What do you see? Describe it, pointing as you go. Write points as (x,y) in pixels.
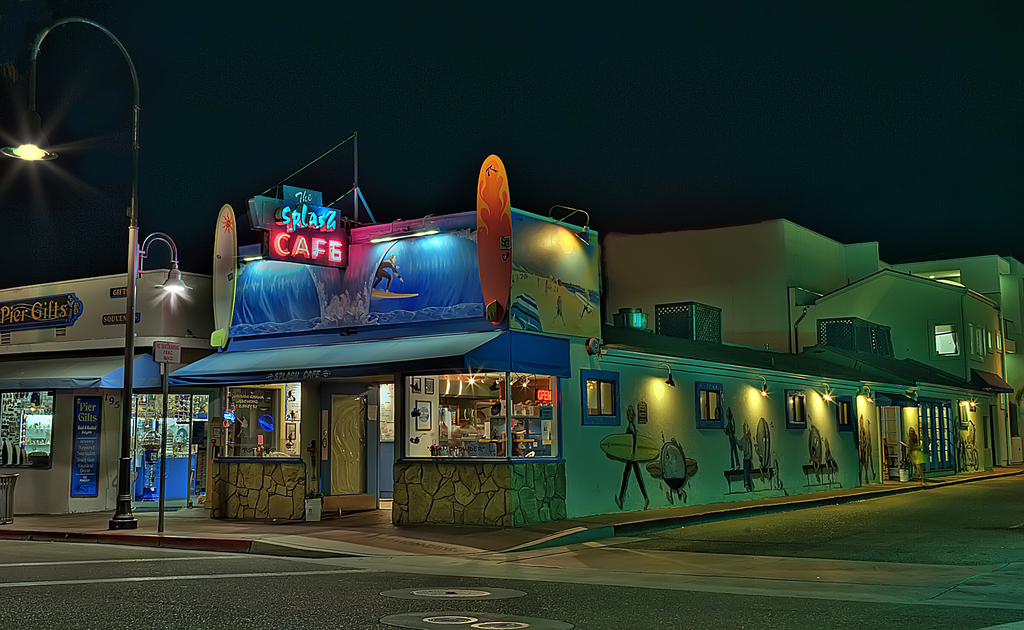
This image is taken outdoors. At the top of the image (508,113) there is a sky (800,116). At the bottom of the image (301,590) there is a road (219,575) and there is a sidewalk (573,523). In the middle of the image (622,310) there are a few houses (640,361) and buildings (995,316) with walls (777,323), windows (926,439), doors (926,439) and roofs (656,344). There are many boards (116,316) with text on them. There are a few paintings (750,446) on the walls (776,446). On the left side of the image (132,525) there is a street light (122,513) on the sidewalk (108,517) and there is a dustbin (16,482).
